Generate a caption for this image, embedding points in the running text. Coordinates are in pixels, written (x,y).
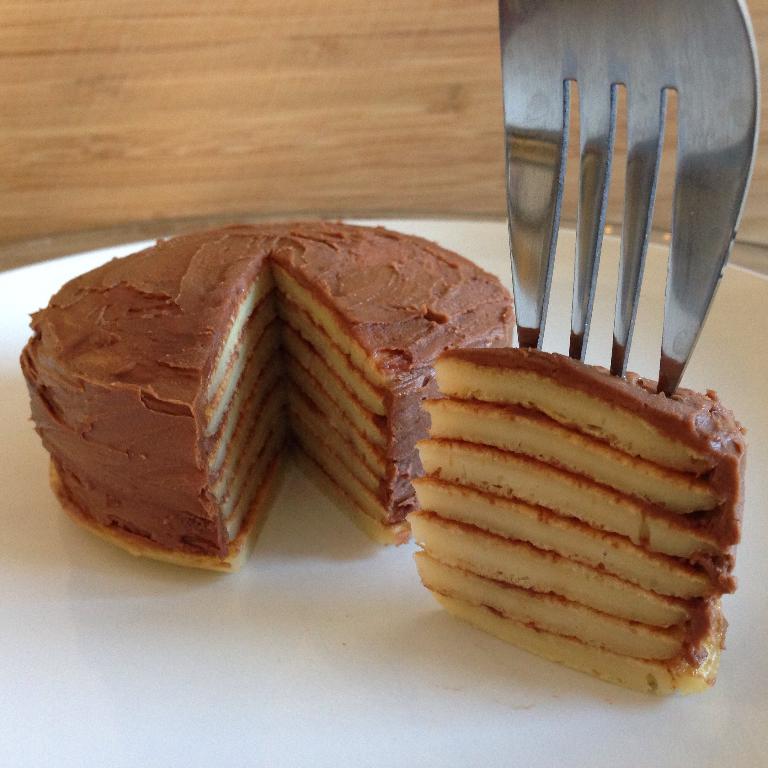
In this picture we can see a cake (147,267) & a piece (482,508) of it kept on a white plate (270,619) using a fork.
